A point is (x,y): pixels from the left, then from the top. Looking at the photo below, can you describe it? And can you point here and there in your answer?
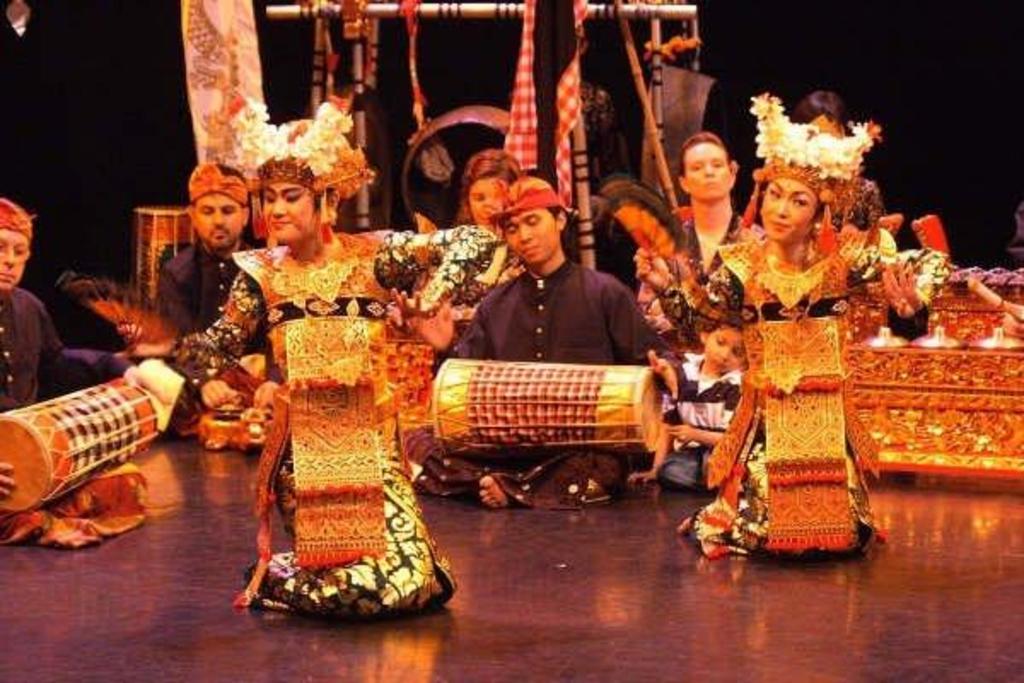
In this image I can see the group of people (196,382) with different color dresses (372,398). I can see few people (492,180) playing the musical instruments (25,493). I can also see two people (334,423) with the costumes (739,403). I can see some objects (419,106) at the back (461,159). And there is a black background (804,30).
